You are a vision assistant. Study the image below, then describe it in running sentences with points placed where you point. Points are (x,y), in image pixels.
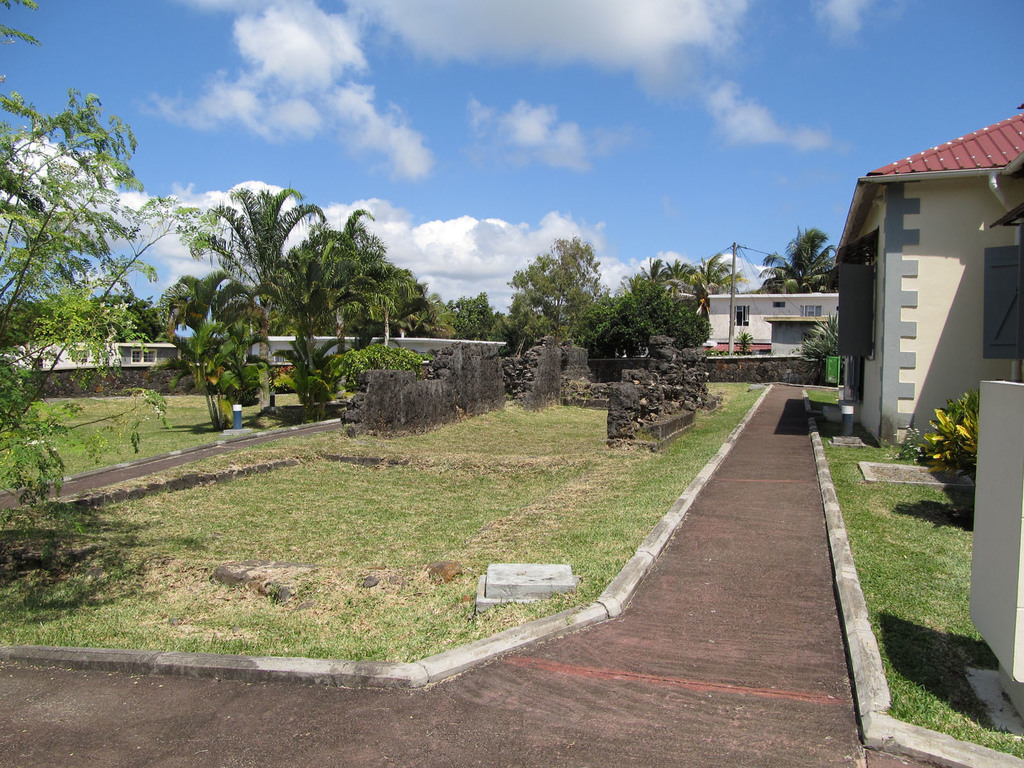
In this image I can see buildings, walls (473,382), trees (690,336) and plants (508,353). There is grass (126,509) and in the background (857,36) there is sky (244,133).
